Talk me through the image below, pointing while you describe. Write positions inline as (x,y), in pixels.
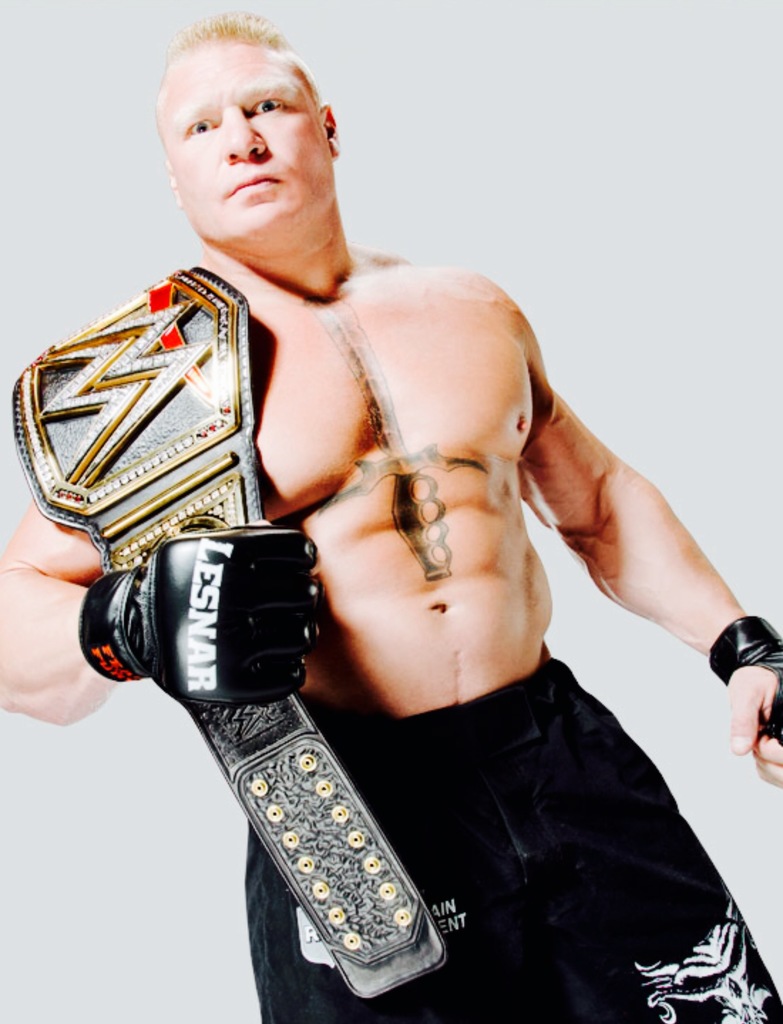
In the middle of this image (515,673), there is a person (560,728) in black color shorts (540,816) having a belt (179,325) on his shoulder (203,302), wearing black color glove (248,618) and standing. And the background (656,687) is white in color.
